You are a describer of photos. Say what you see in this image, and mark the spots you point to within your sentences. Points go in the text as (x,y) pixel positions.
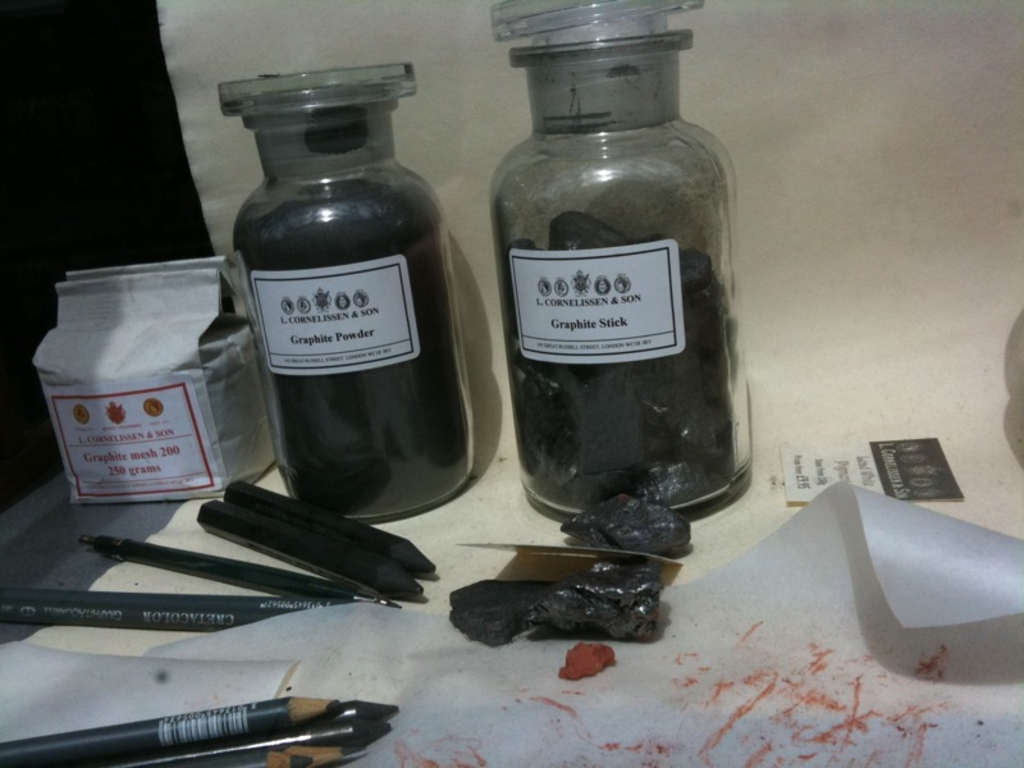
In this image we can see two glass bottles (409,247), a papers (655,296) stick to the bottles (534,405) and in the bottom (369,547) we can see some pencils (298,607), on the left side (168,411) can see a paper (132,445).
